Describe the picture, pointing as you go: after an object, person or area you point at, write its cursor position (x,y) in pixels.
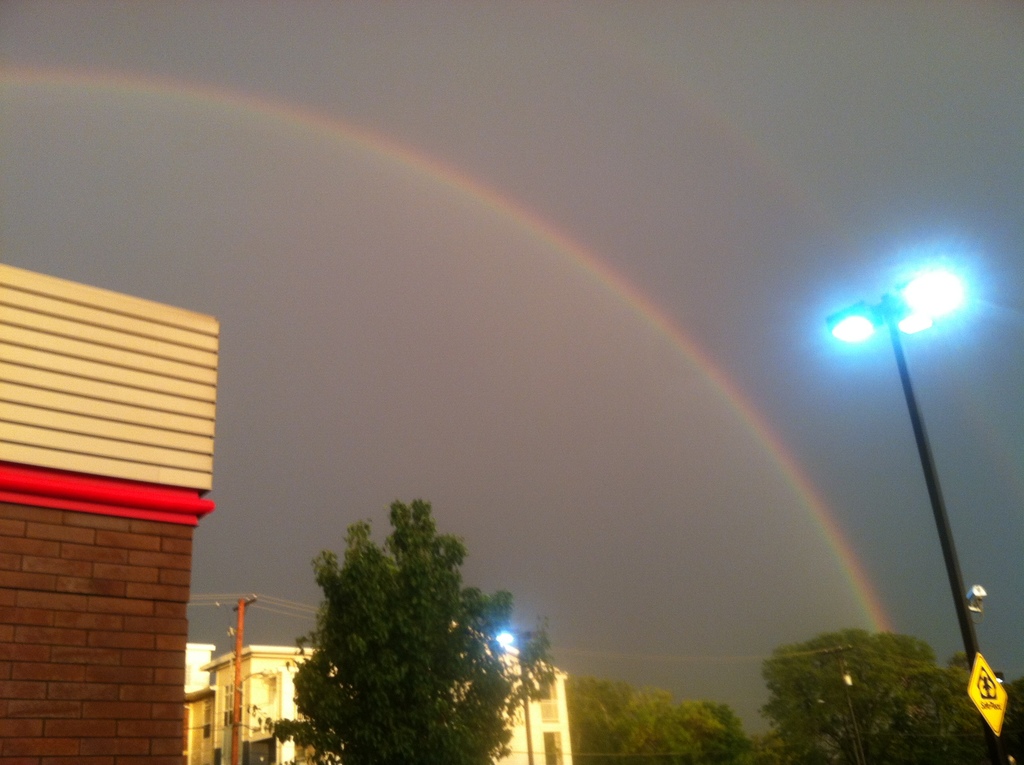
In this image there are trees (401,727), buildings (120,651) and light pole (957,590), in the background (178,191) there is the sky (765,300) and a rainbow (779,449) in the sky (261,115).
